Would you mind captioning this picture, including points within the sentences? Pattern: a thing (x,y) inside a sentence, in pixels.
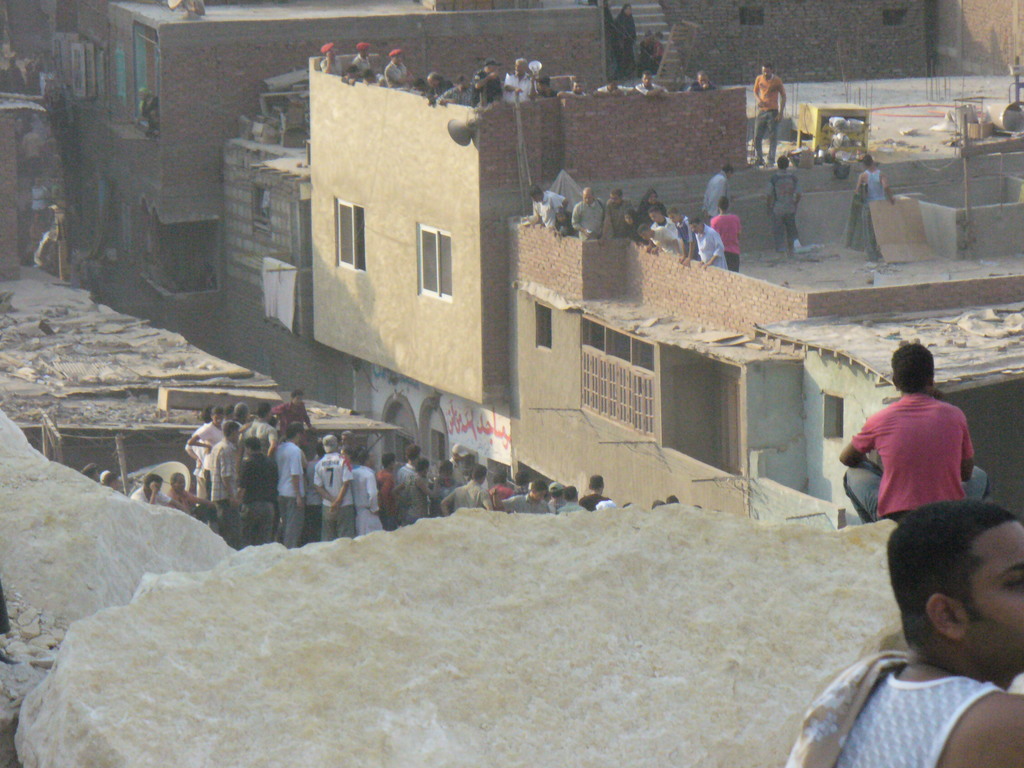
In the picture we can see people (277,514), buildings (380,208) and rocks (543,645). We can see a table (828,113) on the top right corner of the picture (817,107). We can see some poles (964,112) and some iron rods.
